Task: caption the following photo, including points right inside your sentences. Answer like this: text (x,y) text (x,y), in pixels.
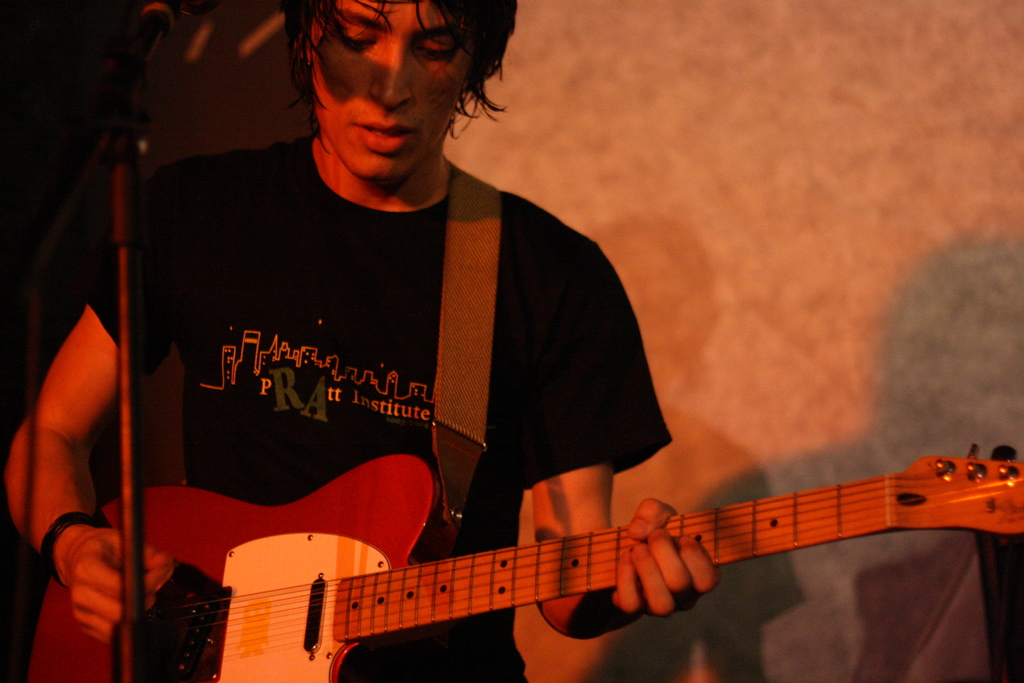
in this picture we can see a man (564,348) wearing a black color t shirt (328,334), standing in front of a mike (147,49) singing and playing guitar (461,598).
